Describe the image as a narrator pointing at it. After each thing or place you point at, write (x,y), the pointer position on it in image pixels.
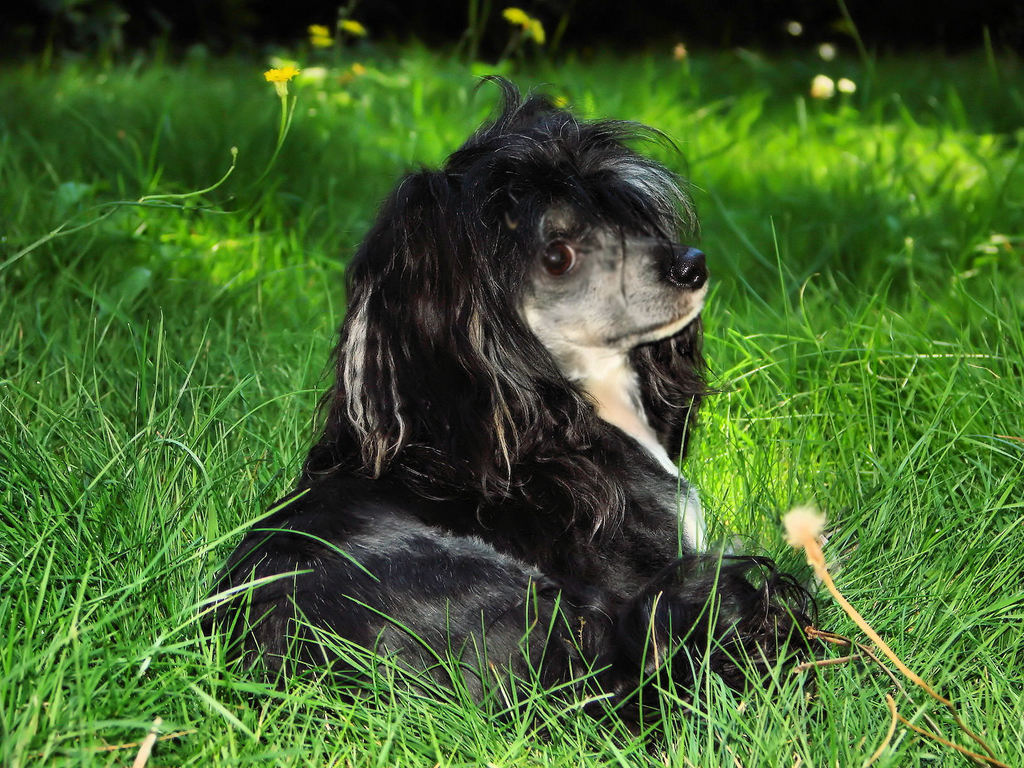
In the image there is a black and white color dog (504,393) on the ground (291,396). There is grass (893,255) and yellow colored flowers (561,96) are on the ground (315,66).
